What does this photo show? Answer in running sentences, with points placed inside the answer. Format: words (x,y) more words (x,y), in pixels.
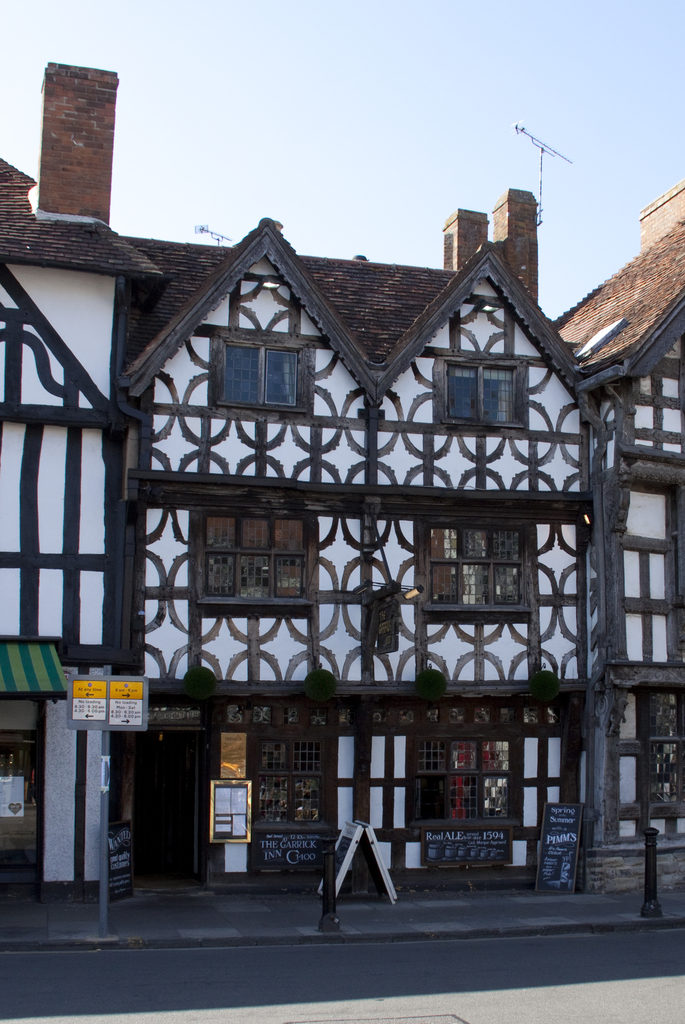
In this image we can see a building (446,563), pole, rods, windows (258,350), and boards (119,875). In the background (362,139) there is sky (524,164).
